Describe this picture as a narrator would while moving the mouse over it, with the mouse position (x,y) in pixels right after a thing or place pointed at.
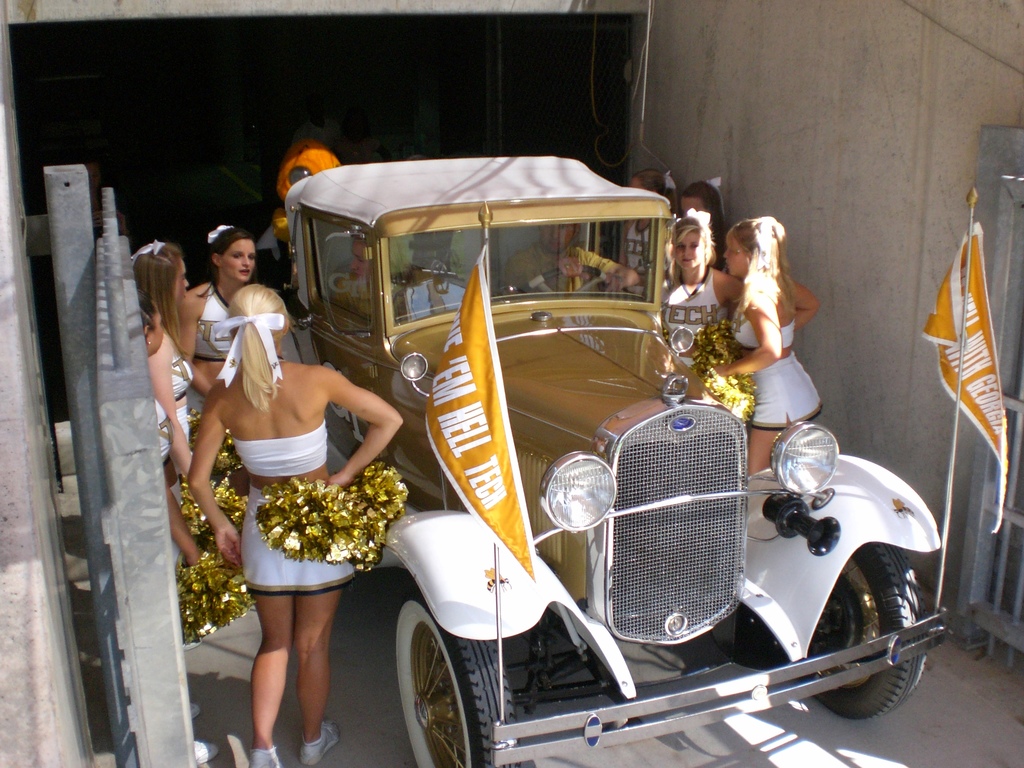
In this Image, we can see a car (566,283) and there are some girls (322,420) standing around the car (911,607), we can see an iron gate (965,593).
